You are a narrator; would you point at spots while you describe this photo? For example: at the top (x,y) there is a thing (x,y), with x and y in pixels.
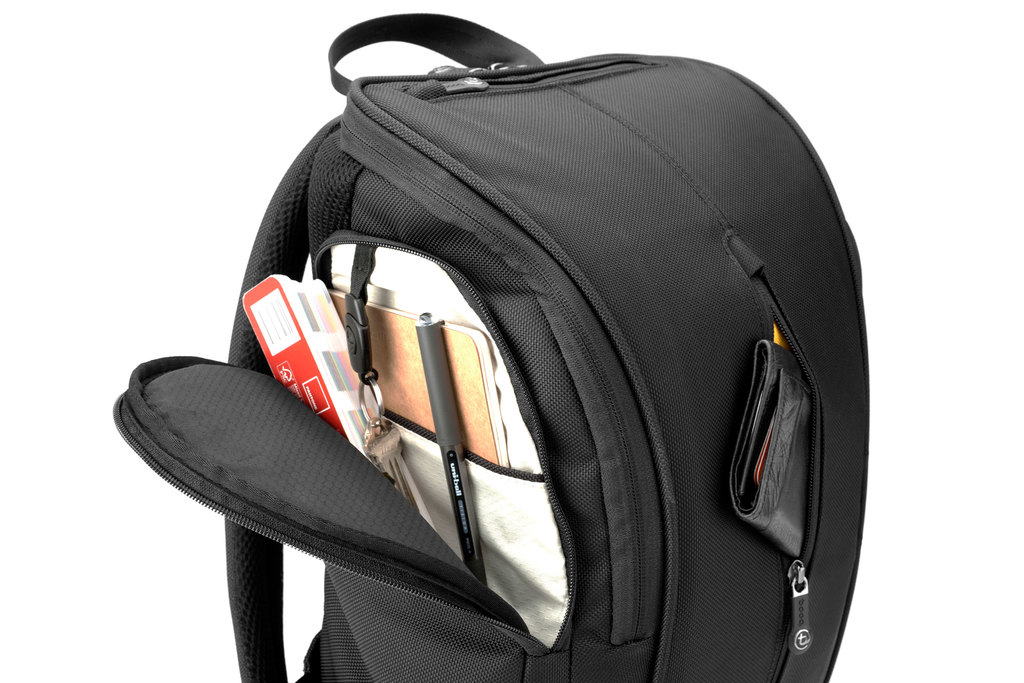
In this image I see a black bag (487,604) and there is a pen (445,475) and a box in it.
